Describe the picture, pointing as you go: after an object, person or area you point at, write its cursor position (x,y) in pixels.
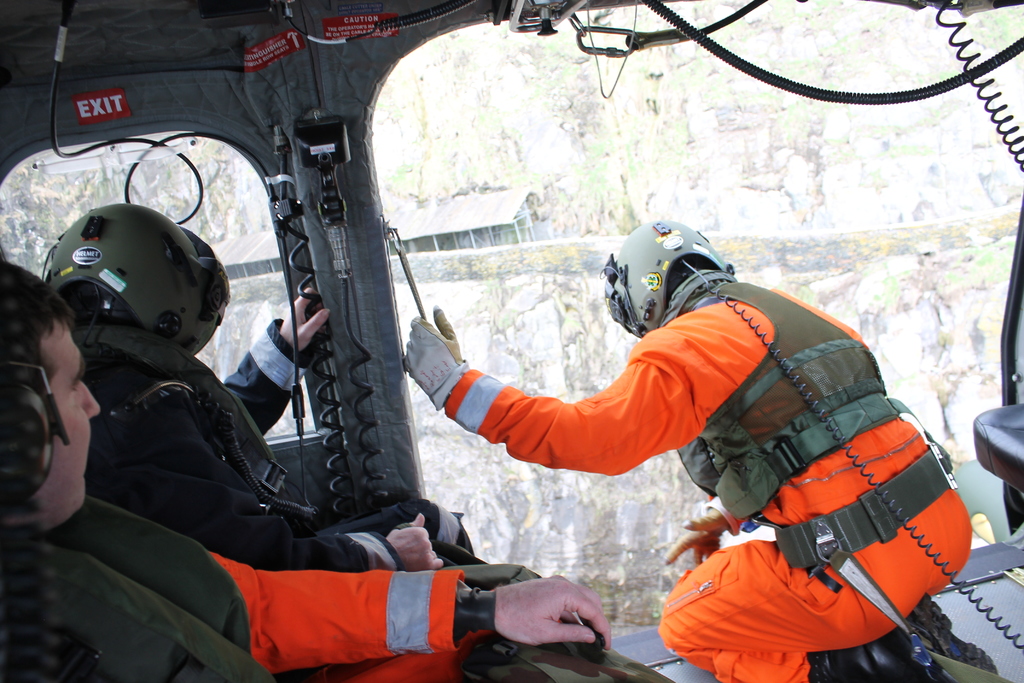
As we can see in the image there are few people (761,346) wearing helmets (143,328) and sitting in plane (1018,519). In the background (578,167) there are hills (540,146).
